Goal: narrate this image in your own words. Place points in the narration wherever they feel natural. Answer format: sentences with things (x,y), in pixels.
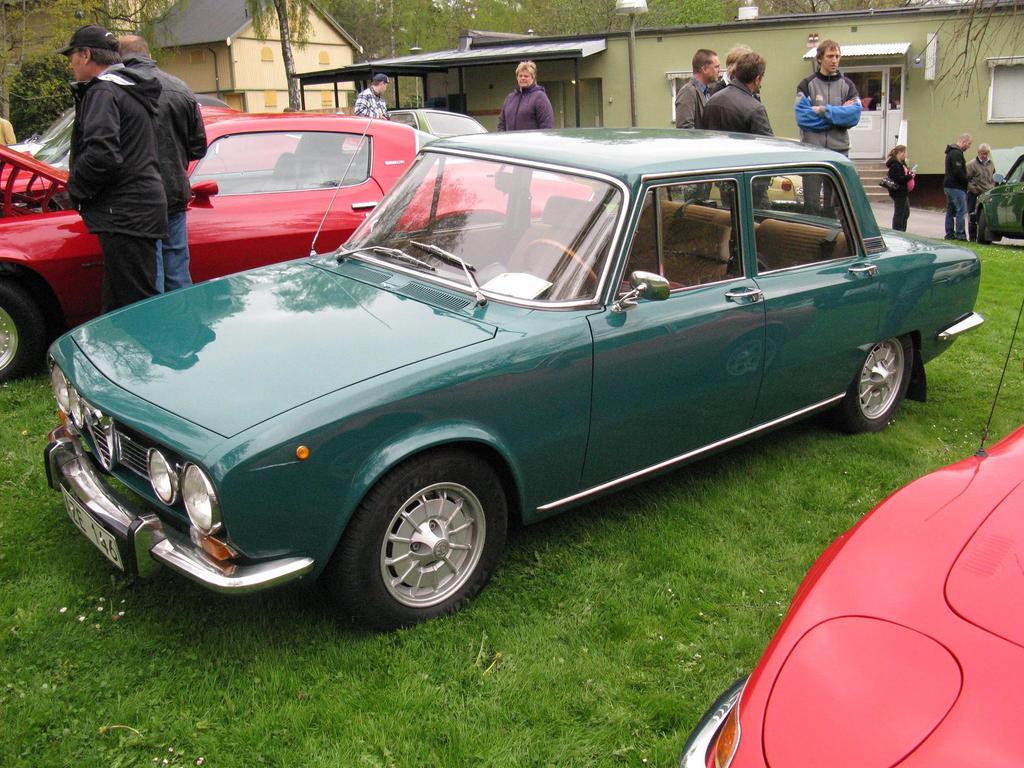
In this picture we can see there are vehicles (395,251) and people (727,124) on the grass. Behind the vehicles (343,142), there are houses (482,89) and trees (331,8).
